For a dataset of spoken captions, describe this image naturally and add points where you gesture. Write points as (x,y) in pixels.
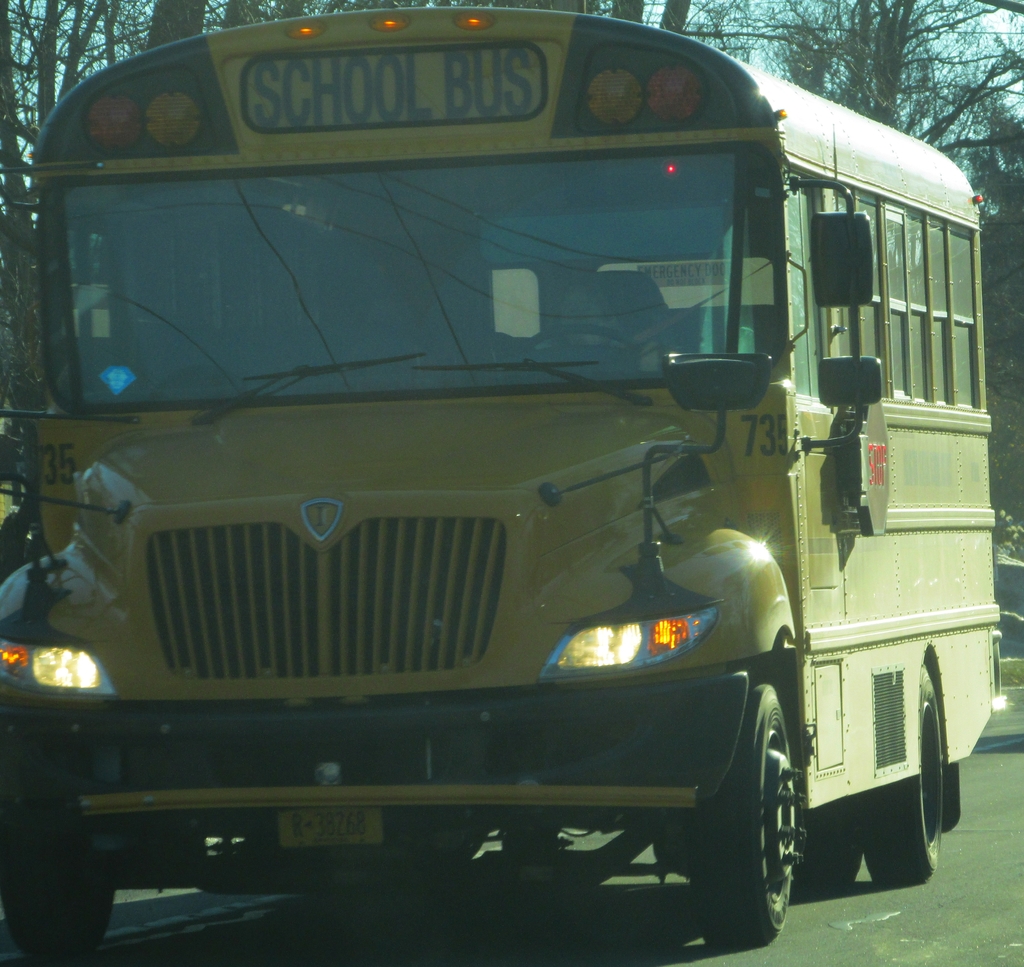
There is a bus (864,211) having lights (615,642) and glass windows (945,398) on a road (965,942). In the background (993,55), there are trees (879,29) and there is sky (812,5).
